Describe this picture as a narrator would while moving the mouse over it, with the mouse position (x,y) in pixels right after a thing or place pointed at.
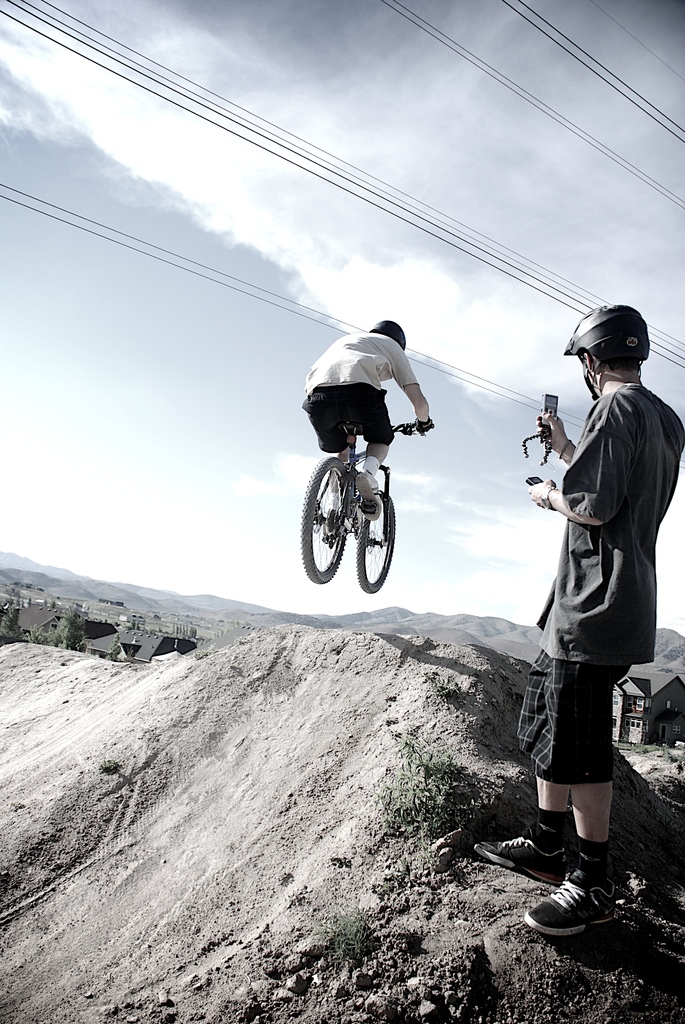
In this image I can see a person (635,573) standing and another person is riding the bicycle (330,524) in the air (281,339). And I can also see the sky (359,237).
